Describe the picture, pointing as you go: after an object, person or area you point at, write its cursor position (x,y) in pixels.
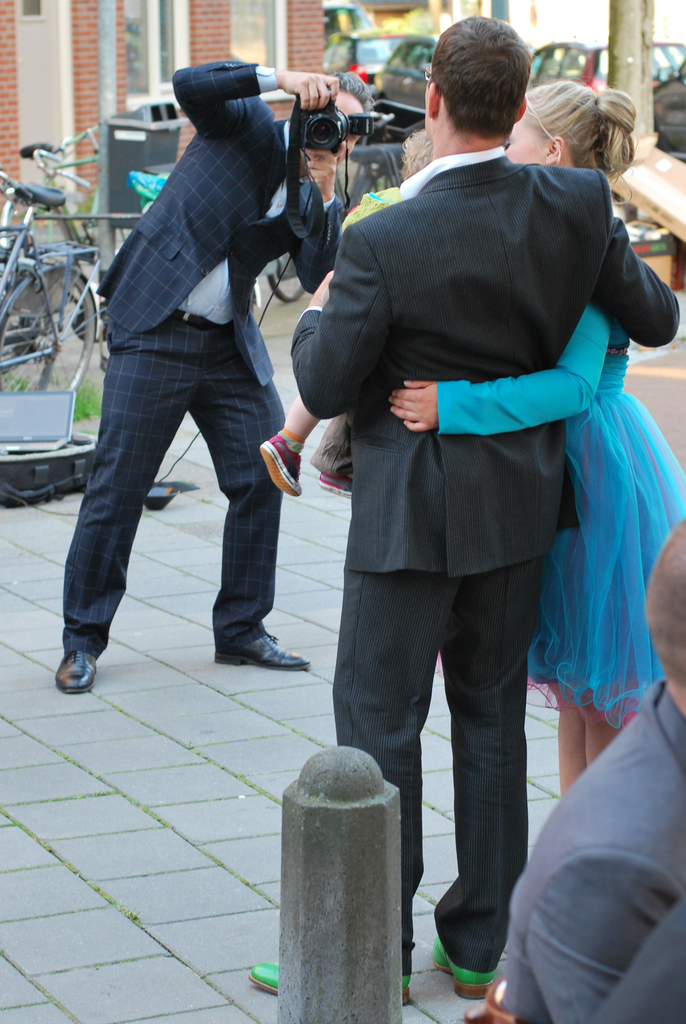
In the image in the center (411,396), we can see two persons (469,266) are standing and one person (216,284) standing and holding the camera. In the bottom of the image (388,971), we can see one pole (350,870) and one person (667,916) sitting. In the background (311,23) there is a building (133,19), wall (211,19), vehicles (656,59), poles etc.
